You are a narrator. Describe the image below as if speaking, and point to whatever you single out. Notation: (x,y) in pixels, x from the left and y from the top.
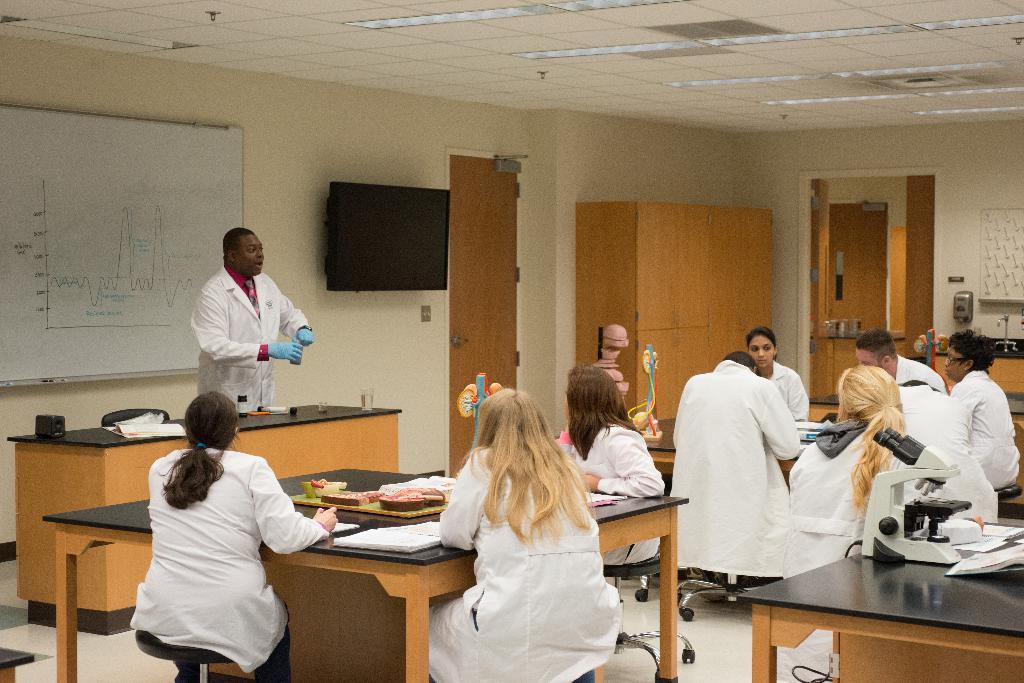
Group people (245,522) sitting on the chairs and this person (252,365) standing and holding object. We can see books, board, glass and objects (295,410) on the tables (997,603). On the background (416,140) we can see wall (305,228), board (23,183), television (365,248), door (499,359), furniture (705,271). On the top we can see lights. This is floor (732,660).
